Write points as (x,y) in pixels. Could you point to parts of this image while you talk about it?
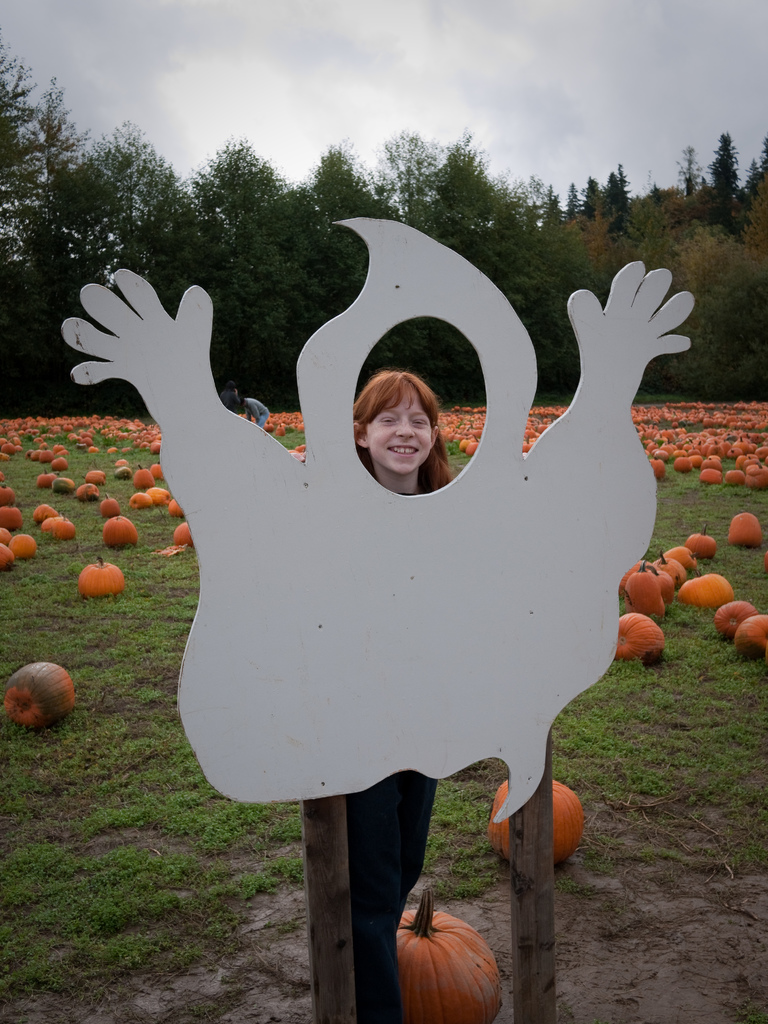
In this picture we can see a girl (427,483), standing behind the cardboard toy (371,665). Behind there are many orange color pumpkin (695,541) on the ground (118,915). In the background (51,329) we can see many huge trees (164,297).
